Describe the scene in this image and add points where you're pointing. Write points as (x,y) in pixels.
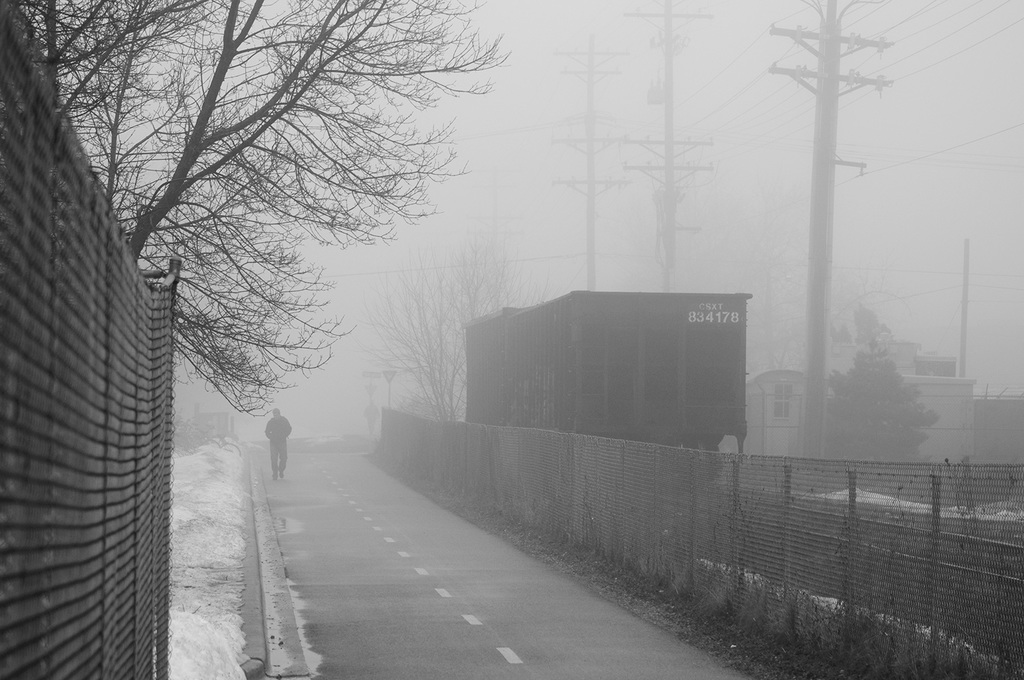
In this image I can see the person (270,442) on the road (352,563). On both sides of the road (302,538) I can see the fence (113,545) and few trees (279,363). To the right (755,381) I can see the buildings (770,385) and poles (669,251). I can see the snow (198,520) and the wall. In the background (532,96) I can see the sky (354,350).
